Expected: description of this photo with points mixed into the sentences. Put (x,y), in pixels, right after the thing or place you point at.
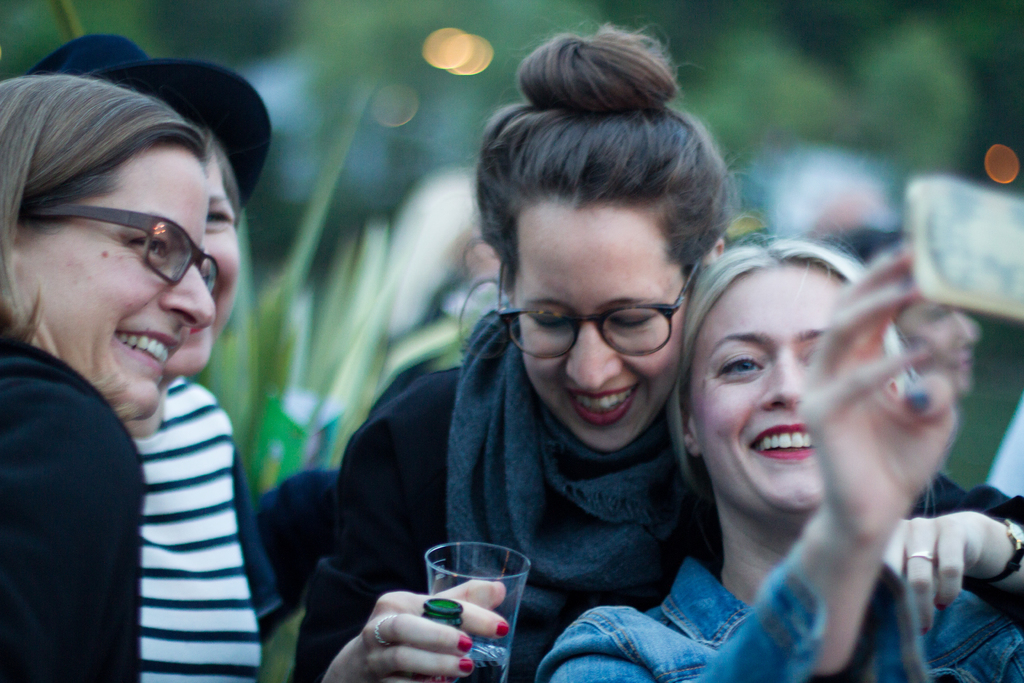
Here we can see four persons (606,407) and they are smiling. She is holding a glass (469,556) with her hand (497,591). There is a blur background (219,34).
